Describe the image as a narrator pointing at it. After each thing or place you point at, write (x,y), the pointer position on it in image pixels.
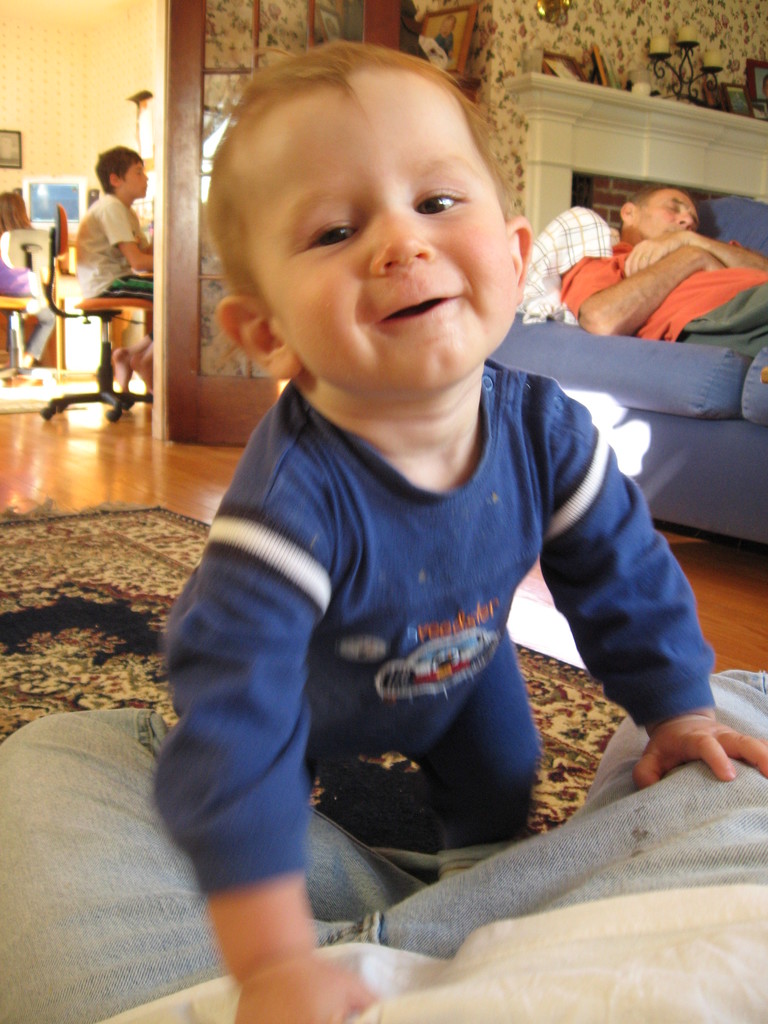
In this image I can see a boy (313,487) in blue dress (383,526) and a smile on his face (424,339). In the background (654,341) I can see a man (648,277) is lying on a sofa (743,447) and a boy (106,237) is sitting on a chair (83,314).
